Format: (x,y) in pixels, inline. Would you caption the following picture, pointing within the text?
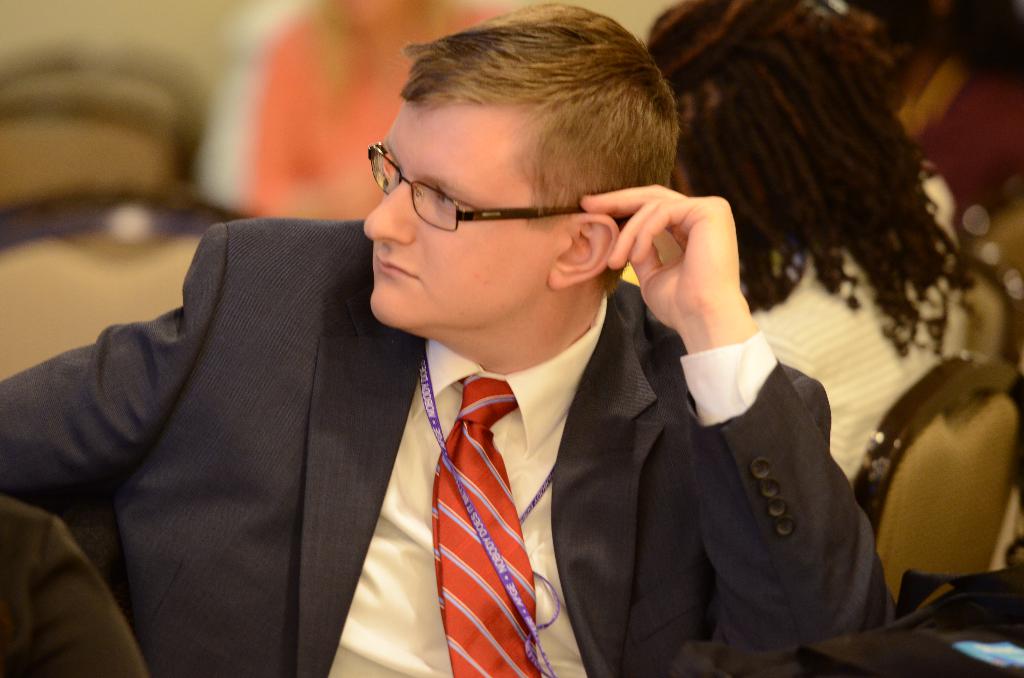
In the image we can see a man (475,469) sitting, wearing clothes (368,531) and spectacles (443,211). Behind the man (490,240) we can see there are other people (775,87) and the background (878,244) is blurred.
